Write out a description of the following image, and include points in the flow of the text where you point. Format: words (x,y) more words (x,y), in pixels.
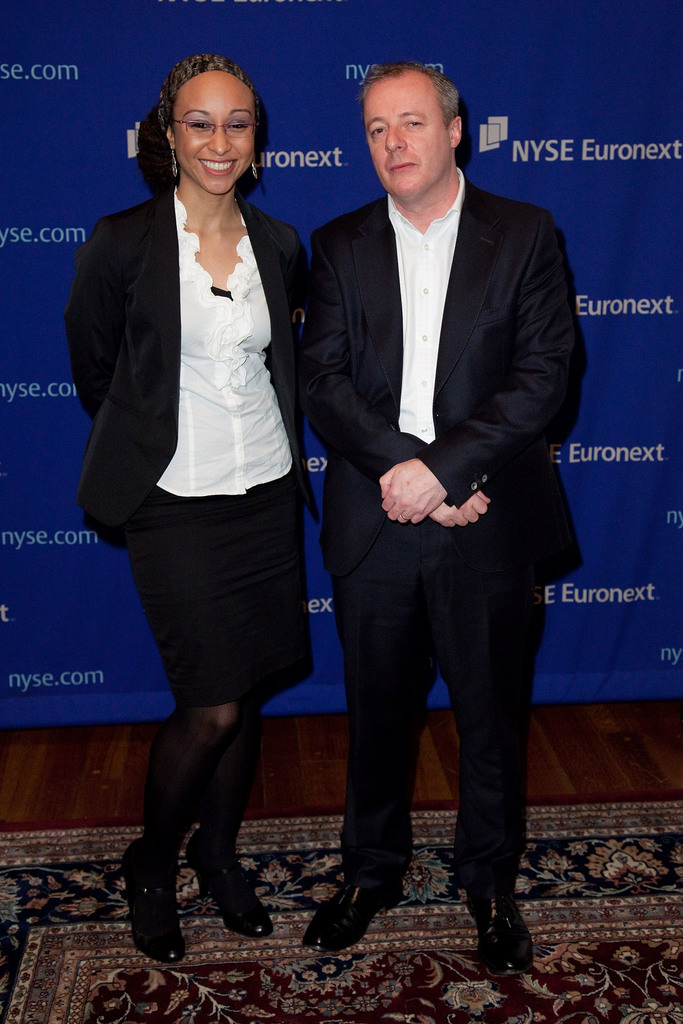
In this picture there are two people (275,618) standing and there is a woman (221,228) smiling and we can see floor (342,782) and the mat (301,844), behind these two people (204,180) we can see hoarding (539,81).
